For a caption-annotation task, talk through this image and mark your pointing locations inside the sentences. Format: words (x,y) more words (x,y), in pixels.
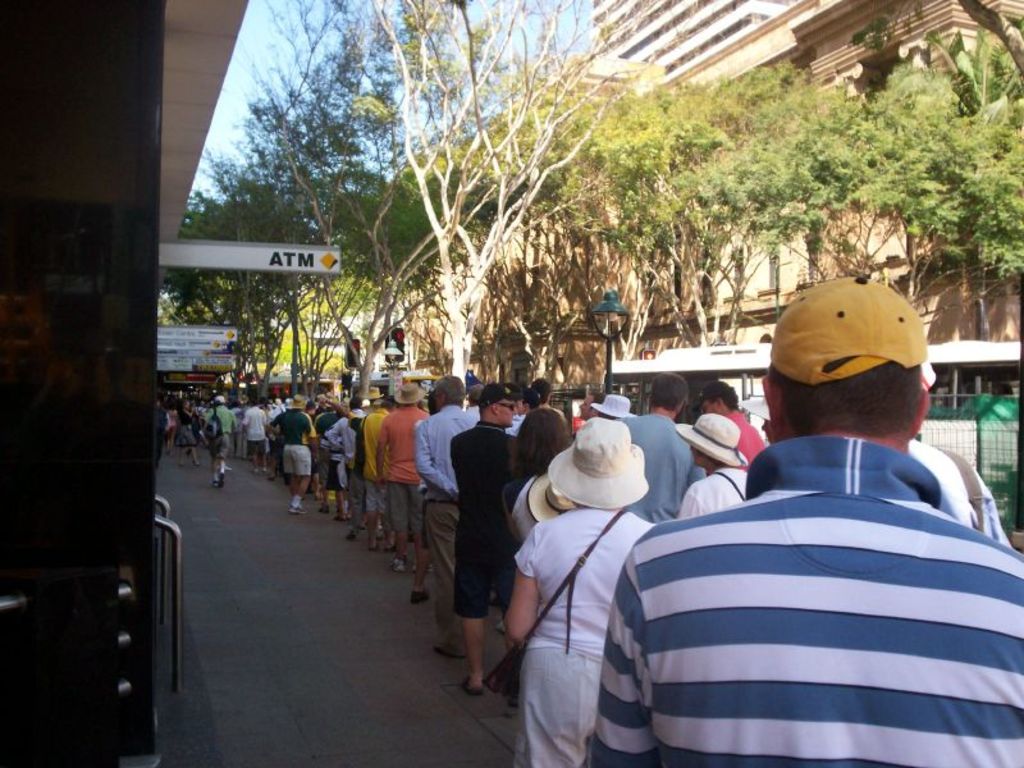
In this image we can see a group of people (711,507) standing on the ground (362,619), some people (826,503) are wearing caps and some people (590,499) are wearing hats (617,492). On the left side of the image (230,375) we can see the poles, boards (177,367) with some text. In the center of the image (619,388) we can see light poles (611,392), vehicles (741,367) parked on the ground (307,560). On the right side of the image (983,464) we can see a fence (1009,446). In the background (1020,205), we can see a group of buildings (771,31), trees (309,218) and the sky (328,29).
